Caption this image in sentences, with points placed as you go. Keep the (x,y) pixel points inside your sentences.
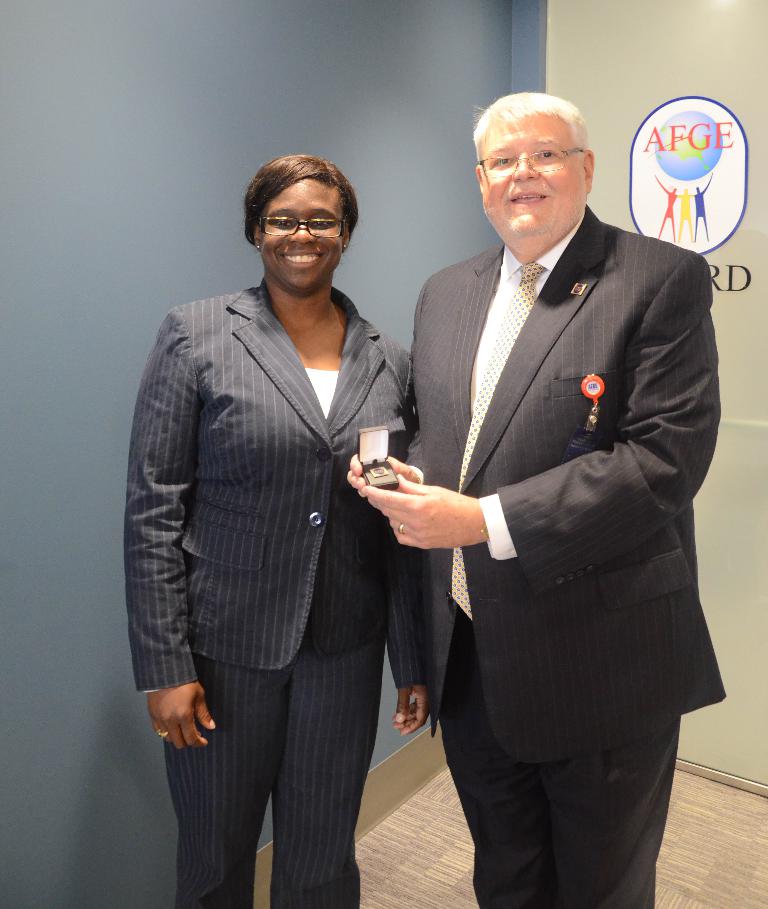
This picture is clicked inside the room (33,115). On the right (625,263) there is a person (625,263) wearing suit (613,436), holding a small box (380,456) and standing. On the left (239,359) there is a woman (239,382) wearing suit (273,354), smiling and standing on the floor (426,900). In the background (644,146) we can see the wall (299,56) and we can see the text (713,140) and some pictures (689,206).
